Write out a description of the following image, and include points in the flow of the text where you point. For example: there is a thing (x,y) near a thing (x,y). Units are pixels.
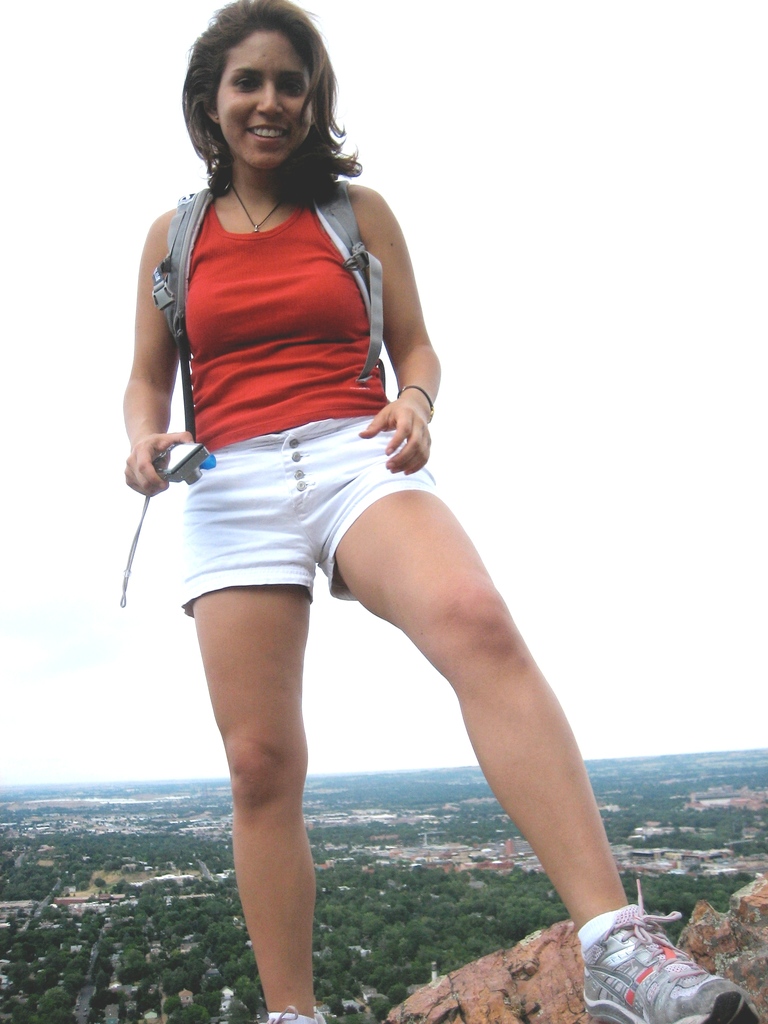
In the picture we can see a woman (625,917) standing on the rock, she is wearing a red top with a shoe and holding a camera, in the background (51,928) we can see trees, houses (758,799) and sky (697,706).
